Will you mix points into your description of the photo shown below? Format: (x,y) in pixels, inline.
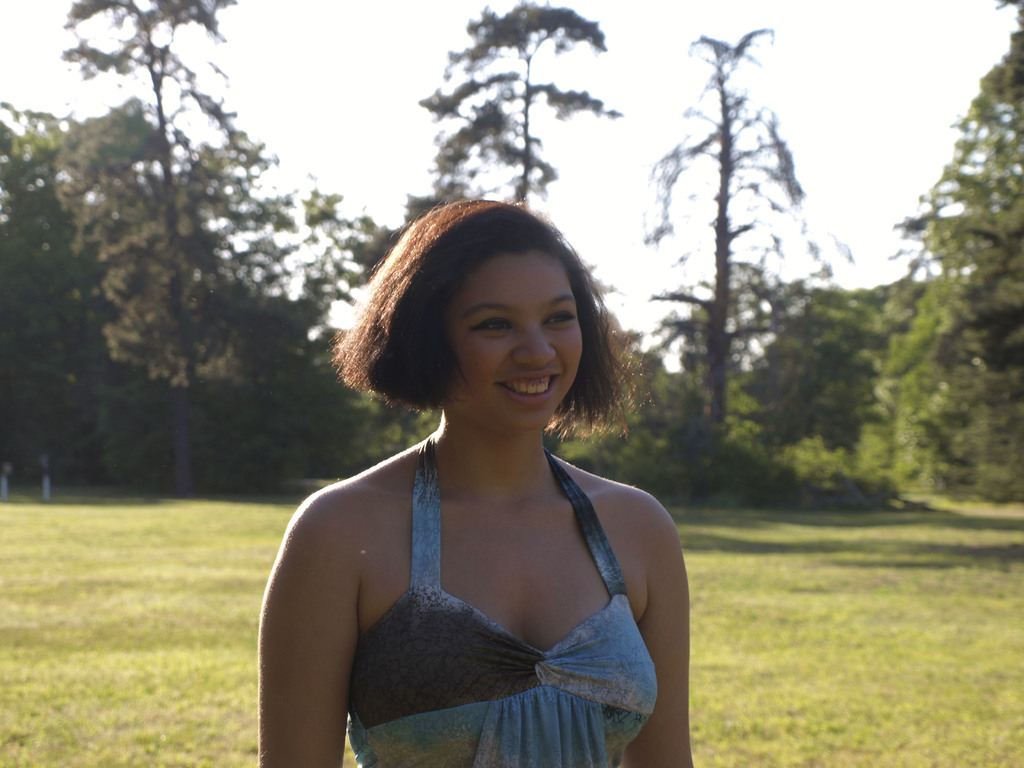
In this image in front (561,495) there is a person (395,351) wearing a smile on her face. At the bottom of the image (850,643) there is grass (850,643) on the surface (885,594). In the background of the image (876,432) there are trees (868,326) and sky (870,90).
